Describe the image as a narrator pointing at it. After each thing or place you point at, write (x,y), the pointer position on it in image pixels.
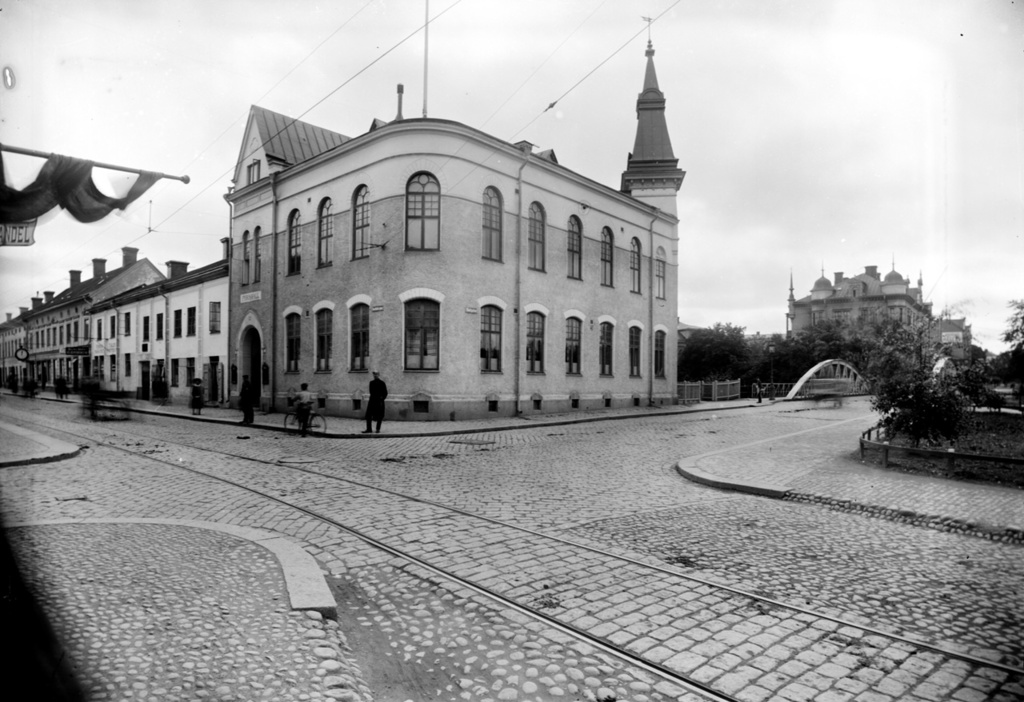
This is a black and white picture. In the background (854,164) we can see sky (849,83), buildings (137,297) and trees (712,350). Here we can see persons (299,428) and a bicycle (311,431). This is a road (443,555).
